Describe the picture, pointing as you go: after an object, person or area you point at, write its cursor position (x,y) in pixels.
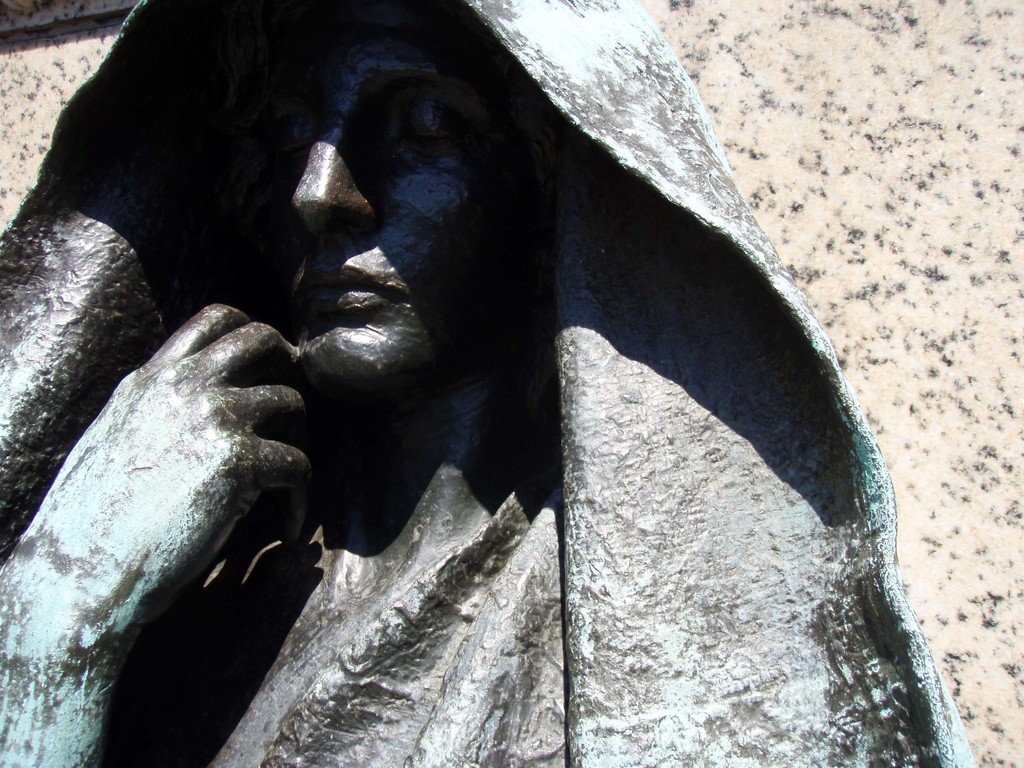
In this image we can see a sculpture (525,511). In the background (859,83) there is a wall (68,73).
